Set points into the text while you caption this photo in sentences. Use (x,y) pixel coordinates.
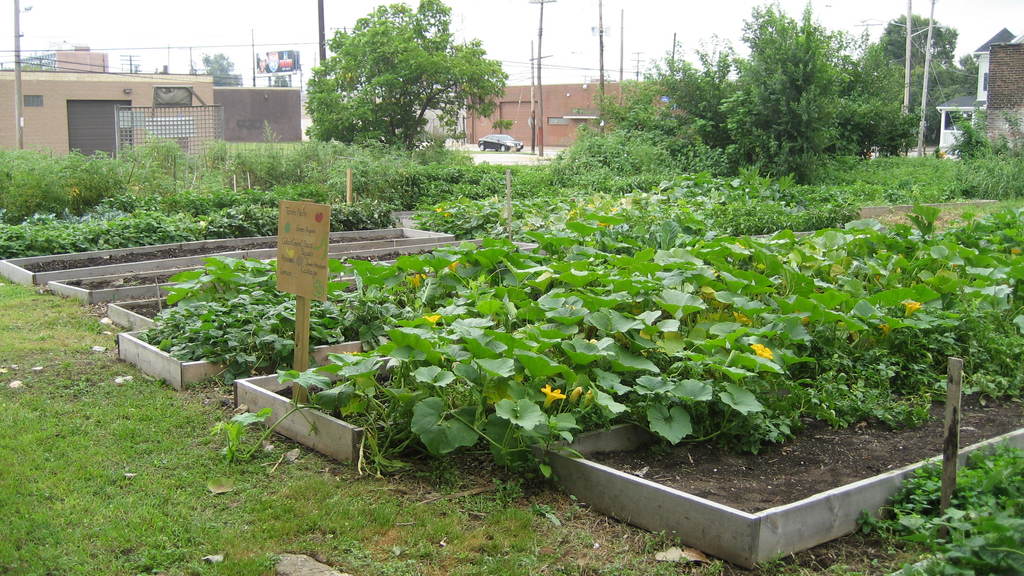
In this image I can see creepers (480,404), boards (312,417), fence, grass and plants (53,179). In the background (302,138) I can see trees (399,134), light poles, buildings (519,129), vehicles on the road (525,153) and the sky (492,8). This image is taken may be during a day.
